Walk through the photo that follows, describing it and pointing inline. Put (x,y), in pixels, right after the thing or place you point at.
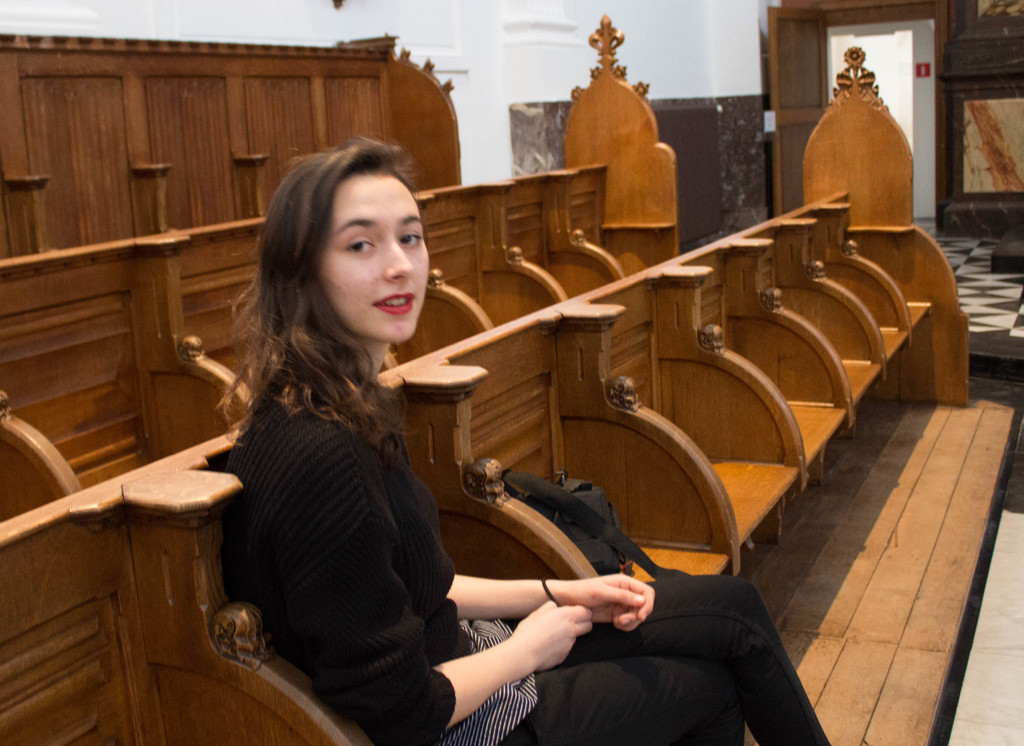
In this image I can see a woman (370,543) wearing black color dress (403,605), sitting on a bench (273,698) and giving pose for the picture. Beside her I can see a black color bag (578,509). In the background (883,47) there is a wall (707,54) and door (799,76).
